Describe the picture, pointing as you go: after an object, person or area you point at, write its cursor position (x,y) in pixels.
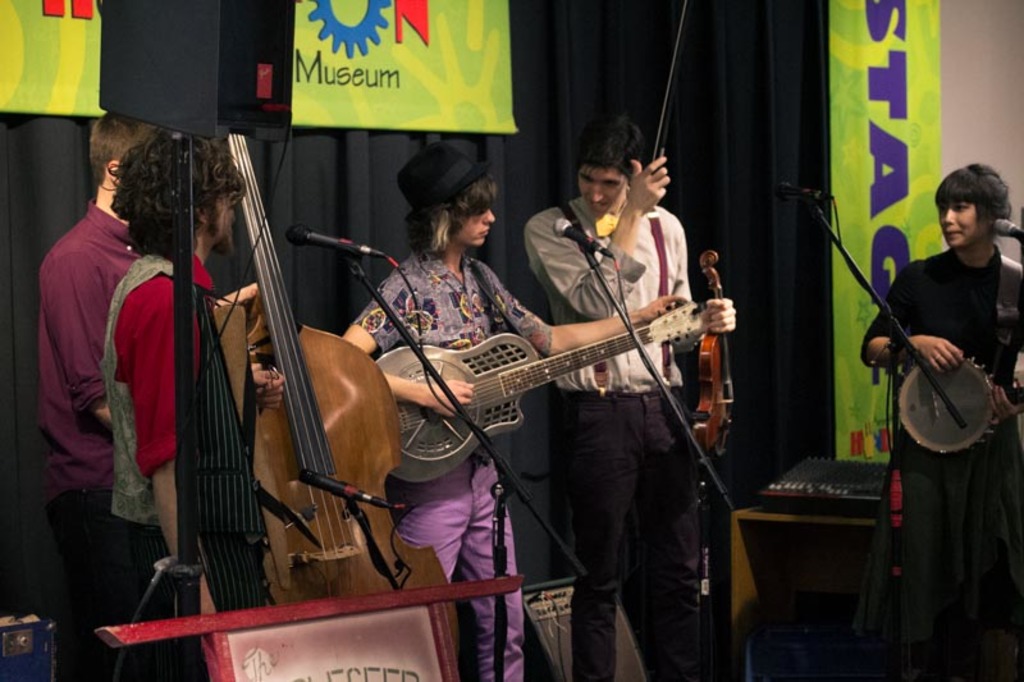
In this image I see 5 persons (991,190) and all of them are near the mic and I can also see that all of them are holding the musical instruments (273,349). In the background (812,295) I see the banners (15,39) and the curtain (10,372).
